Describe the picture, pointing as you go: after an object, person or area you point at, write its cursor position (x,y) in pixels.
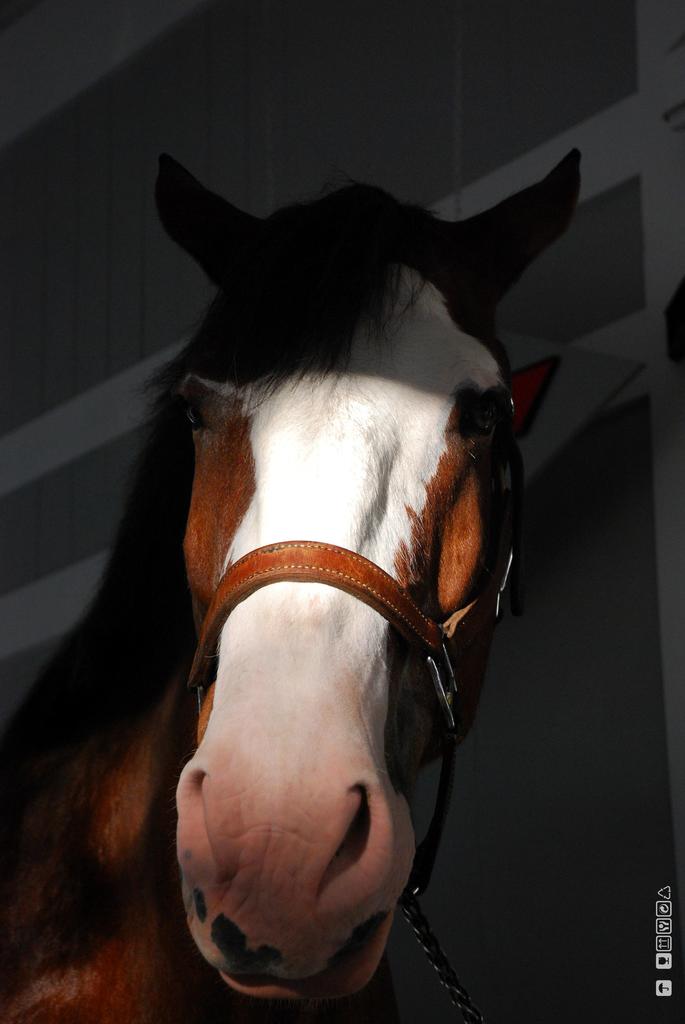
In the foreground of this image (361,616), there is a horse (332,722) which is truncated up to its neck (8,1022) and on the bottom (429,958), there is a rope (415,916) tied to its neck (22,1020) and in the background (385,99), there is a wall (355,76).
